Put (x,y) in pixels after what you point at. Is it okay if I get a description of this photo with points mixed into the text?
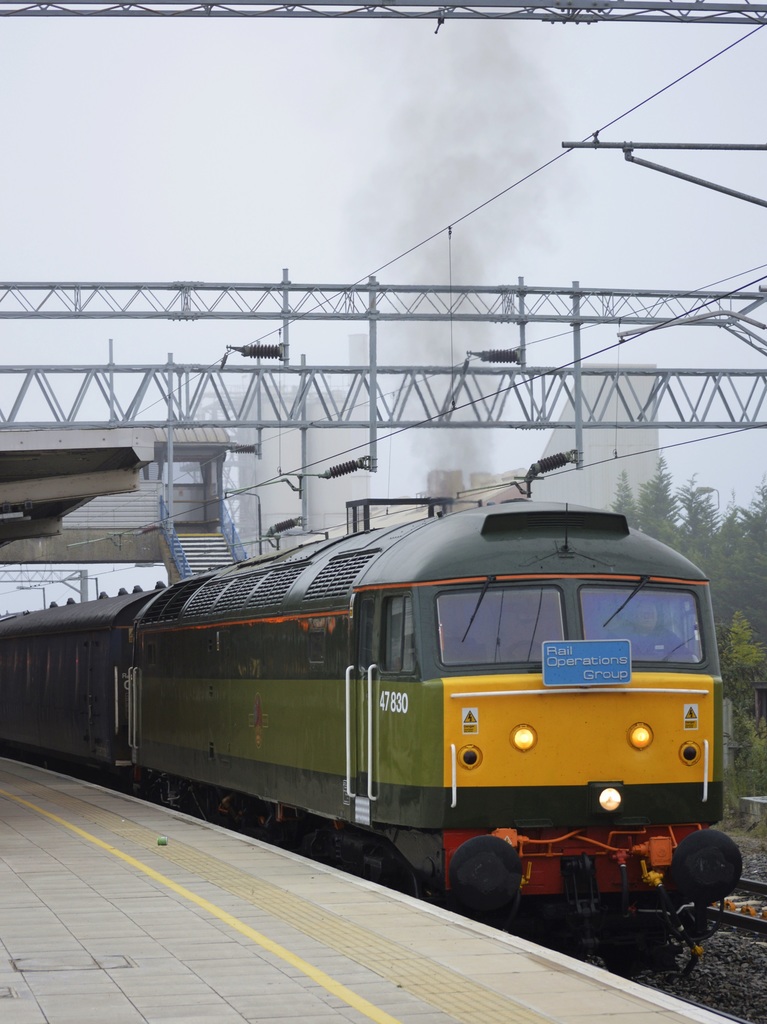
In this image there is a train (486,833) on the railway track (687,990). On the left side of the image (184,894) there is a platform (185,915). In the background of the image (226,562) there are stairs (223,553). There are metal rods (467,371). On the right side of the image (748,584) there are trees (720,640). At the top of the image (326,157) there is sky (347,178).
